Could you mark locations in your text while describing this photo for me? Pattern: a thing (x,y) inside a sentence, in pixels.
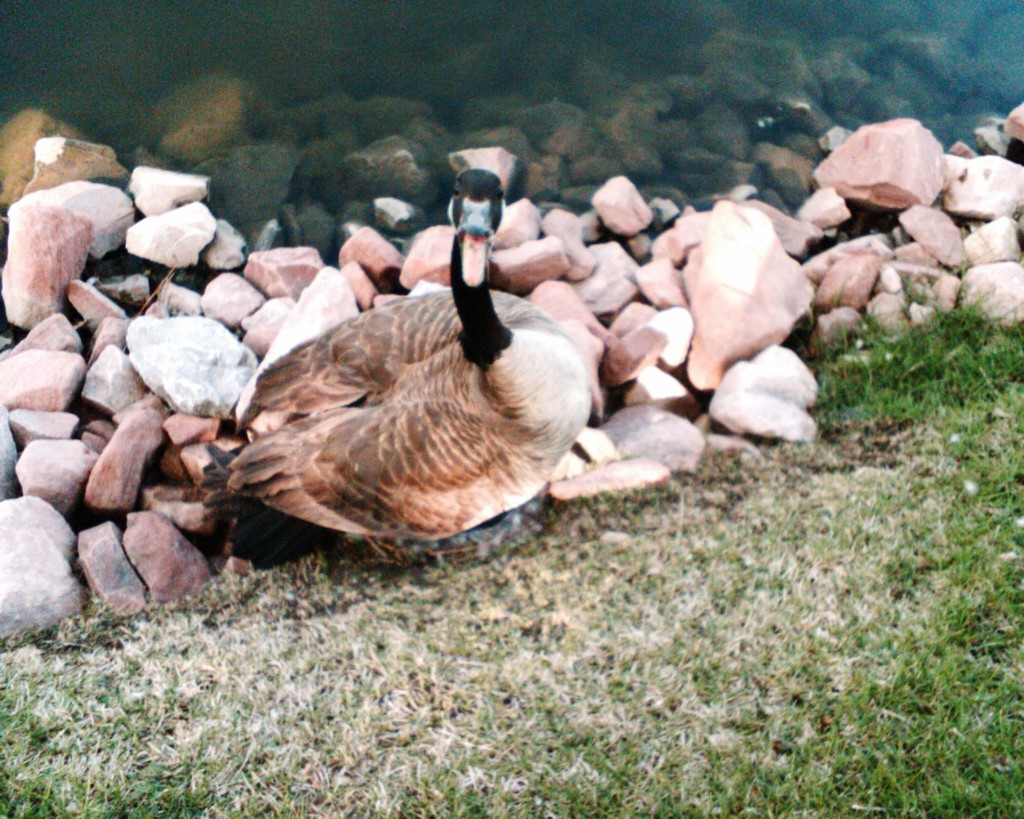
Here we can see water (655,90), rocks (837,315), duck (521,411) and grass (712,546).
